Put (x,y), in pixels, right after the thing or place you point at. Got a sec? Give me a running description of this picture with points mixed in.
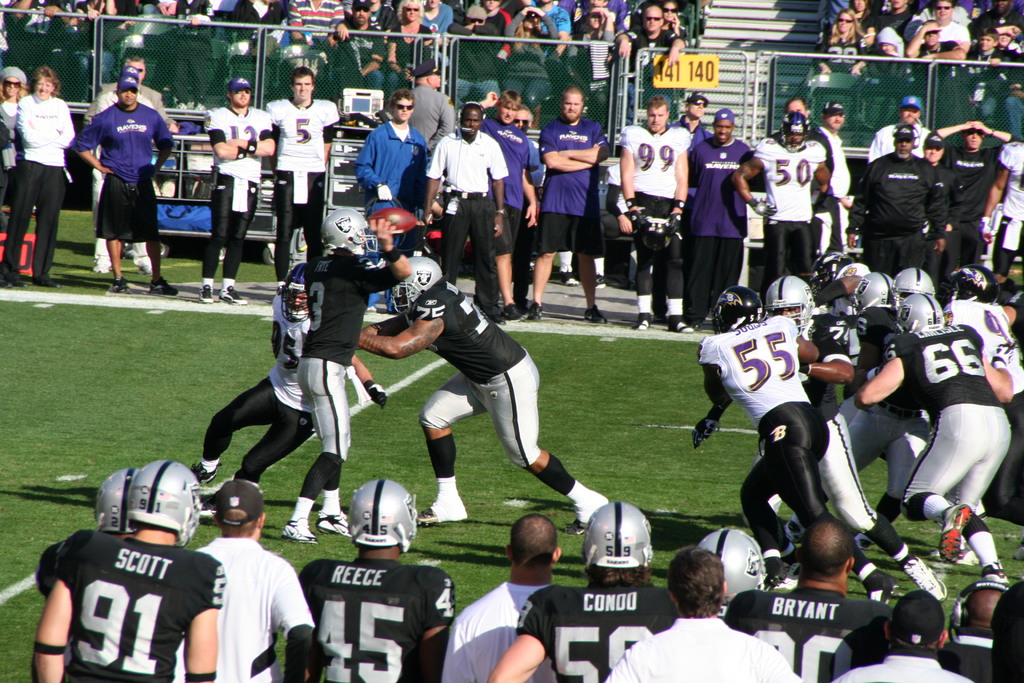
In this image I can see group of people (455,284) standing and wearing different color dress (699,257). Back I can see few people (577,21) sitting. I can see a fencing (340,78) and yellow color board (672,72).
